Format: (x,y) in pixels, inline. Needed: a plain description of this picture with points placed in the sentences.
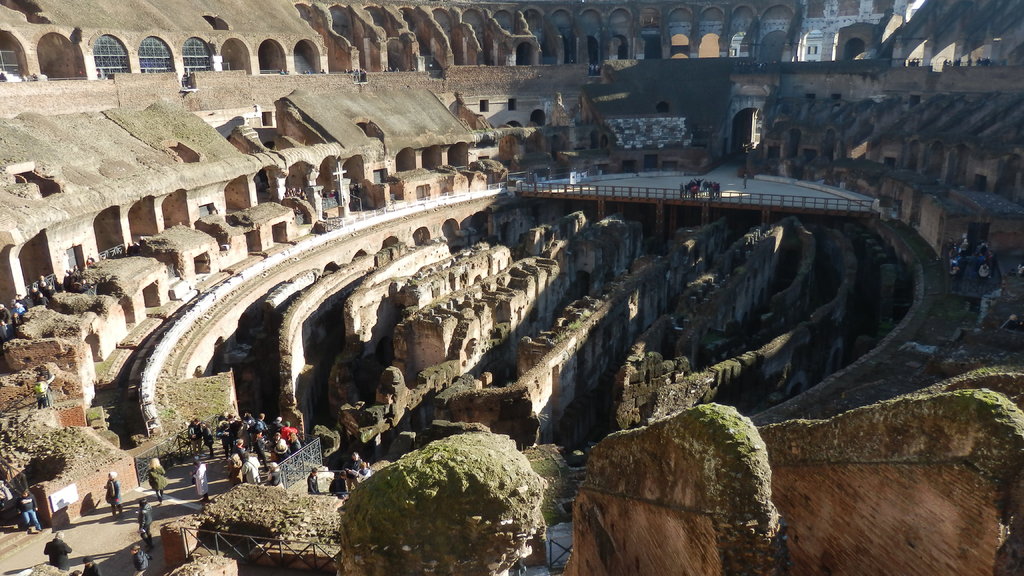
In the left bottom (241,433), we see the people (228,433) are standing. Beside them, we see the railings (297,460). At the bottom (652,560), we see the walls (754,458), which are made up of stones (489,532). Beside that, we see the iron railings (220,530). On the left side (38,298), we see the people (51,292) are standing. In the middle (534,225), we see the walls (563,294). Behind that, we see the railing (725,199) and the people (704,181) are standing. In the background (604,172), we see the walls (913,105), which are made up of stones (442,4). This picture might be clicked at the Colosseum (715,330).
